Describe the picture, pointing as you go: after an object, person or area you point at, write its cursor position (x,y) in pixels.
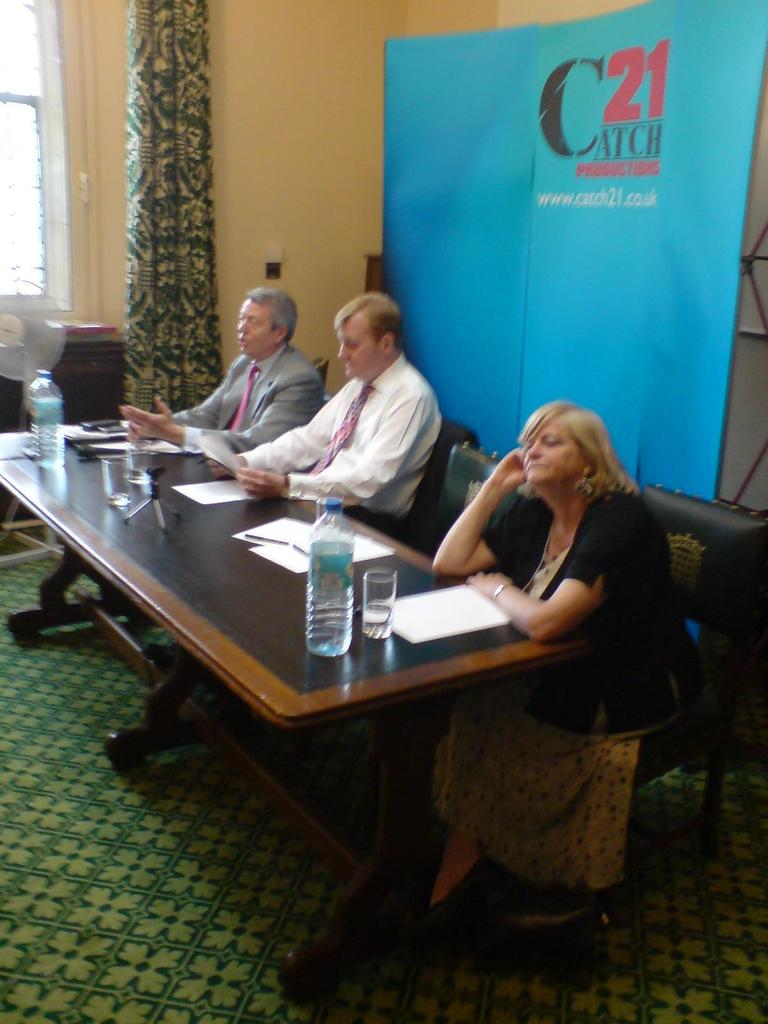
In the background (409,110) we can see a window (30,185), curtain (173,159), wall (366,69), banner (565,275). In this picture we can see a woman (562,601) and the men (374,406) sitting on the chairs (758,607). On the table (430,663) we can see the papers (498,615), water glasses (149,456), water bottles (324,604) and few objects (152,496). At the bottom portion of the picture (75,923) we can see the floor (235,924).
